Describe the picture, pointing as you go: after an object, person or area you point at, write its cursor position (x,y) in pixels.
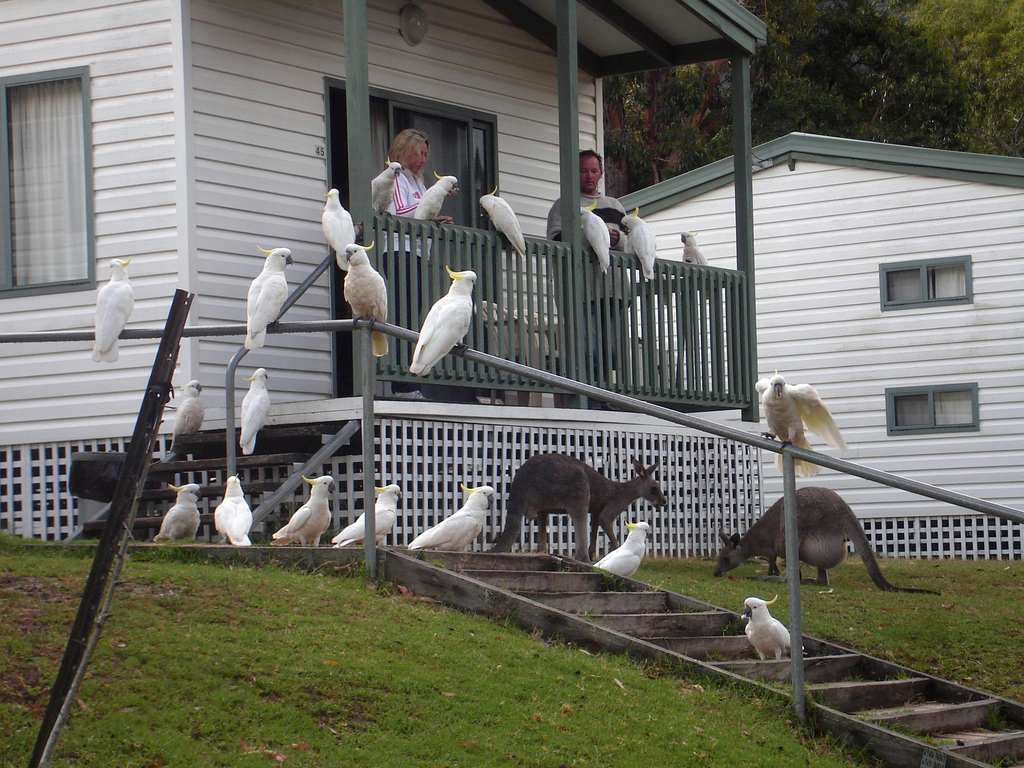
In the given image i can see a house (629,9) with windows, people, birds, fence (695,502), animals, curtains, wooden stairs (675,611), grass (186,739) and in the background (758,83) i can see the trees (794,94).
